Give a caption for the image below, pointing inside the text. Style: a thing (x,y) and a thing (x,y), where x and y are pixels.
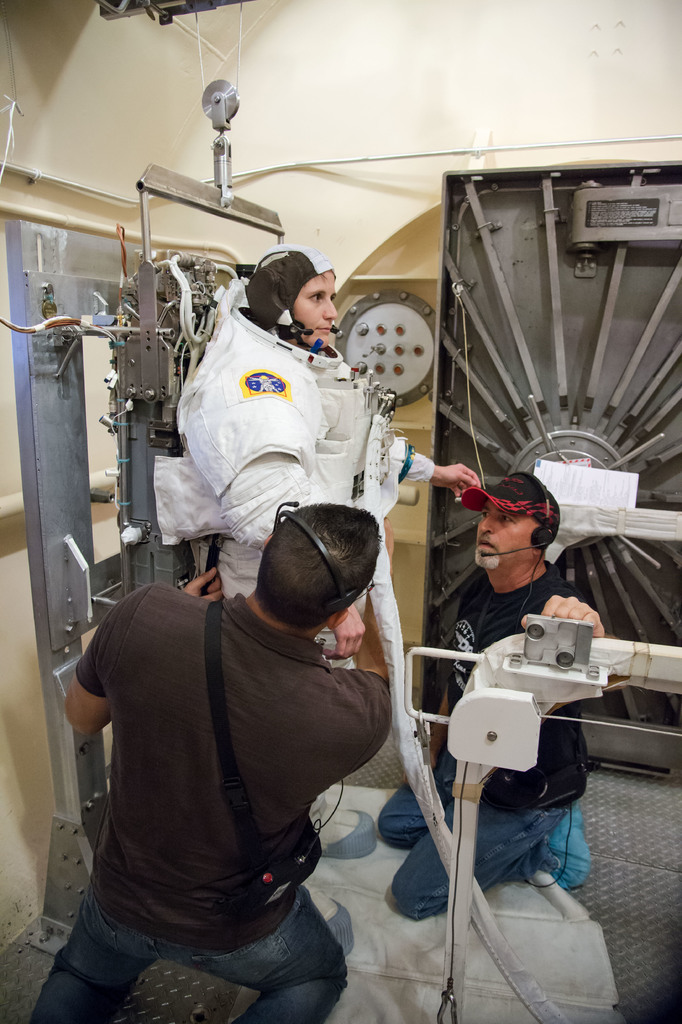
In this picture we can see three persons (326,499), a person (313,483) in the middle (349,482) wore astronaut suit (286,421), on the left side (189,351) we can see equipment (119,459), in the background (414,95) there is a wall (288,107).
